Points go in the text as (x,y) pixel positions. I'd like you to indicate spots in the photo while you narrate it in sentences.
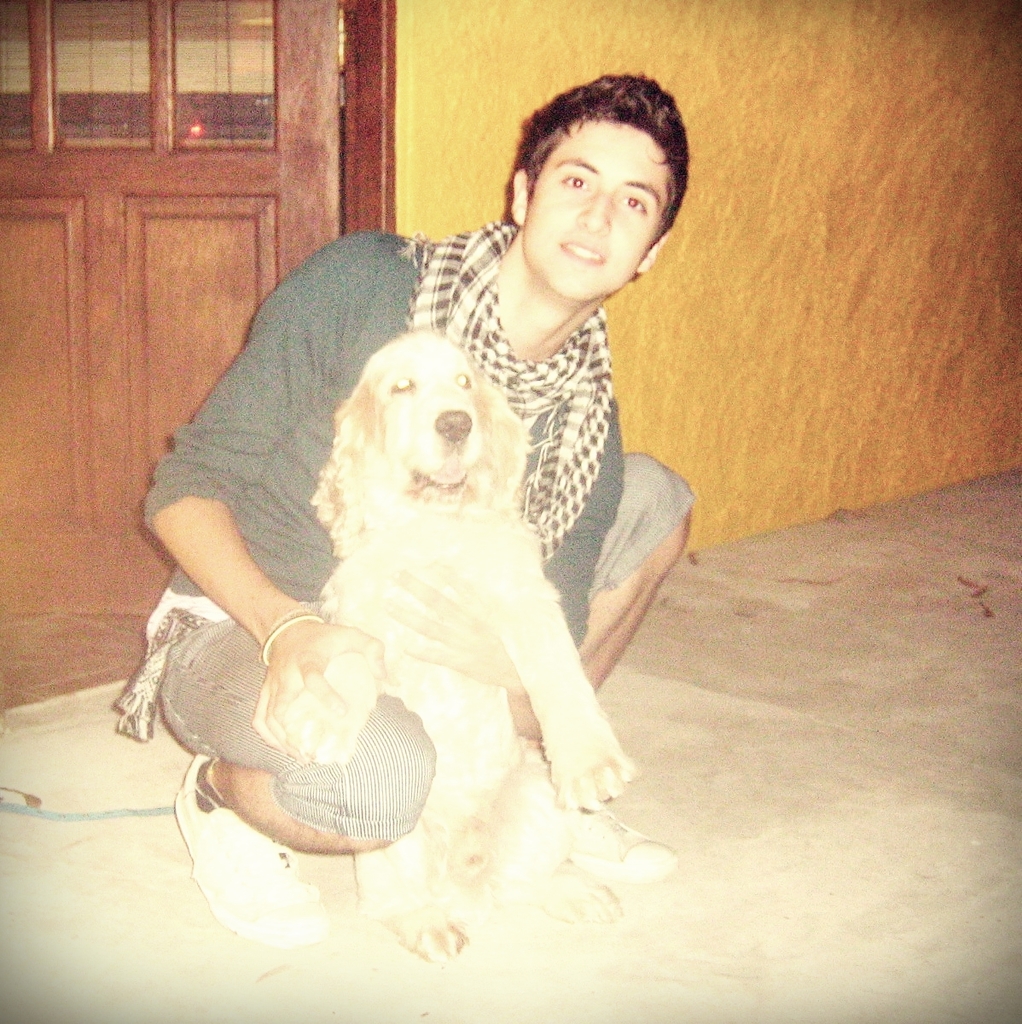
In this image, we can see a person (426,245) holding a dog (417,706) on the floor (907,798). In the background (128,395), we can see the door (186,317) and wall (810,238).
